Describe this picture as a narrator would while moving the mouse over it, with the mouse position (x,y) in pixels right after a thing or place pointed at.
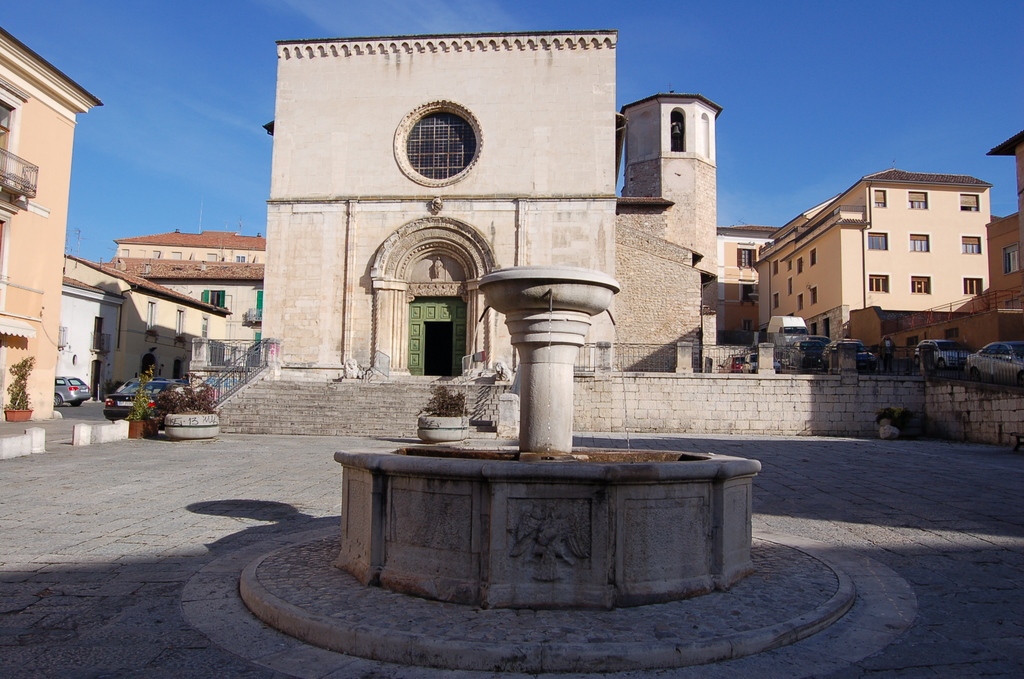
In the given picture, I can see a old building (545,241) towards left (63,394), I can see a couple of trees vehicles (128,396) towards right (863,284), I can see a building (978,208) which is build with multiple windows (972,285), few cars (995,372) and after that i can see a person (889,360) standing.
